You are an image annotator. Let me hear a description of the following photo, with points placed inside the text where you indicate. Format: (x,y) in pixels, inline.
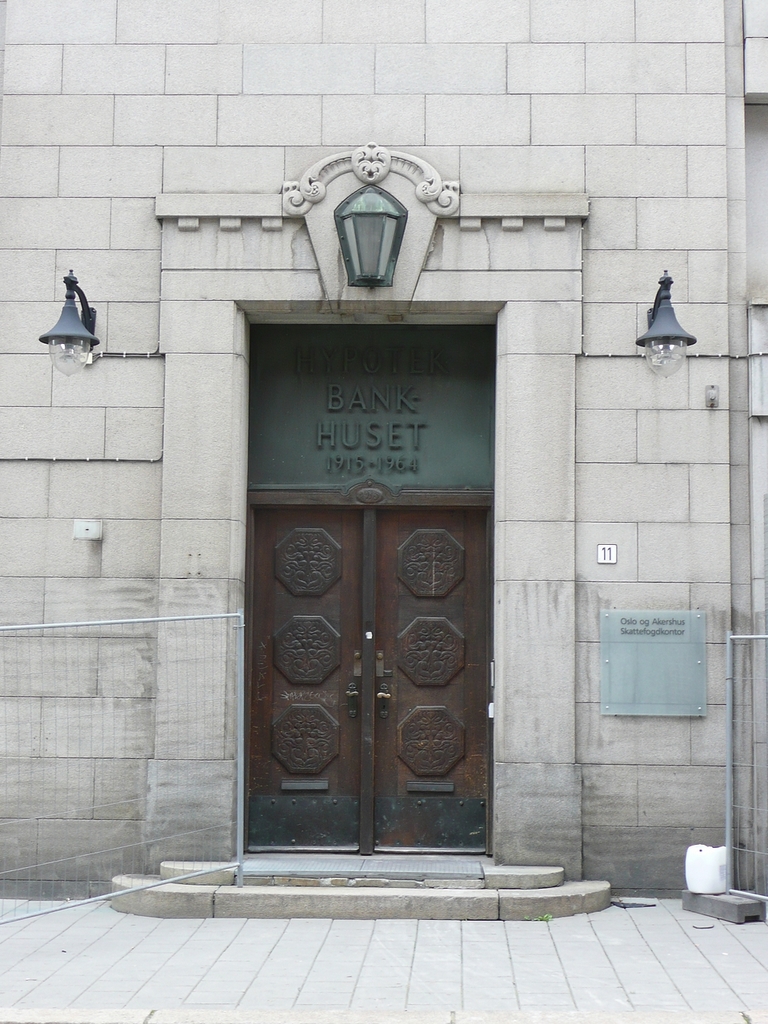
In this image in front (112,388) there is a building (313,281). In front of the building (112,275) there are lights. At the bottom of the image (369,980) there is a floor (596,977). At the center of the image (402,618) there is a door (327,646) and some text (343,397) written on top of the door (262,563).
